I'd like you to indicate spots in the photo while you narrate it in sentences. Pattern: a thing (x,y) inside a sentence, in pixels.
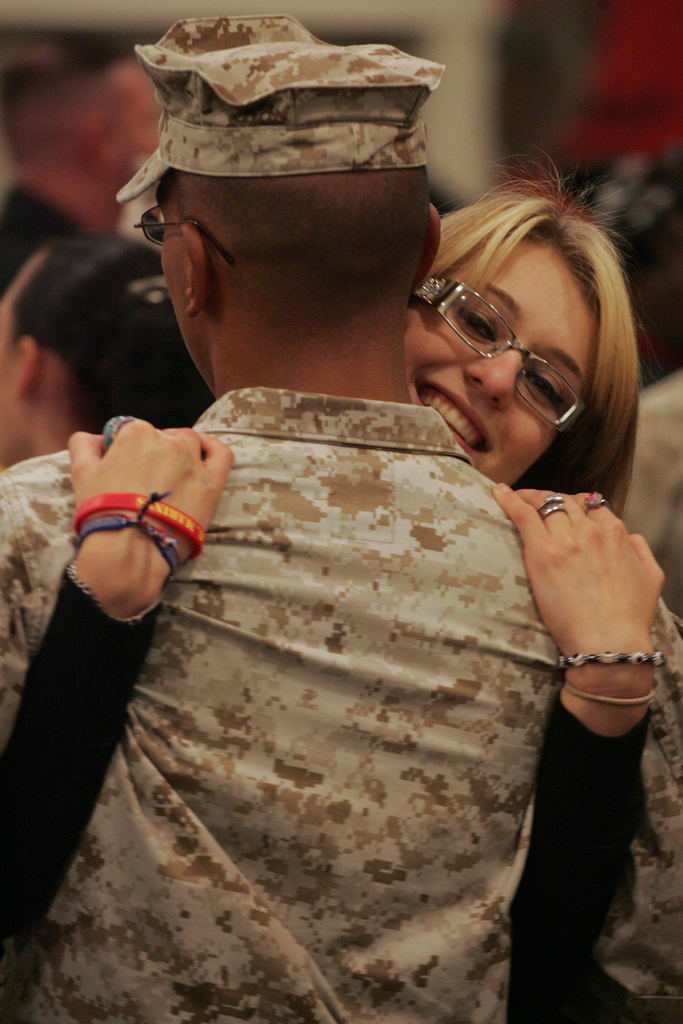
In this picture we can see a group of people (197,632) and in the background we can see it is blurry.
